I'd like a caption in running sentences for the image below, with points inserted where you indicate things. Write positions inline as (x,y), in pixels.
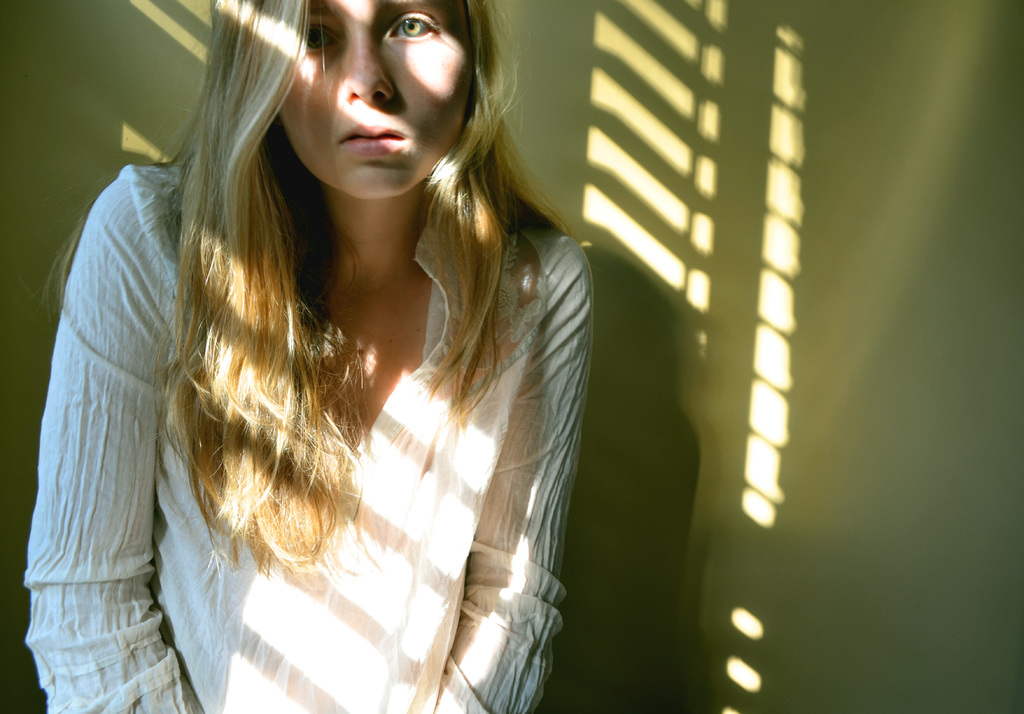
This image is taken indoors. In the background (732,441) there is a wall (683,199). In the middle of the image (377,311) a girl (301,560) is standing and she is with a long hair (274,518).
